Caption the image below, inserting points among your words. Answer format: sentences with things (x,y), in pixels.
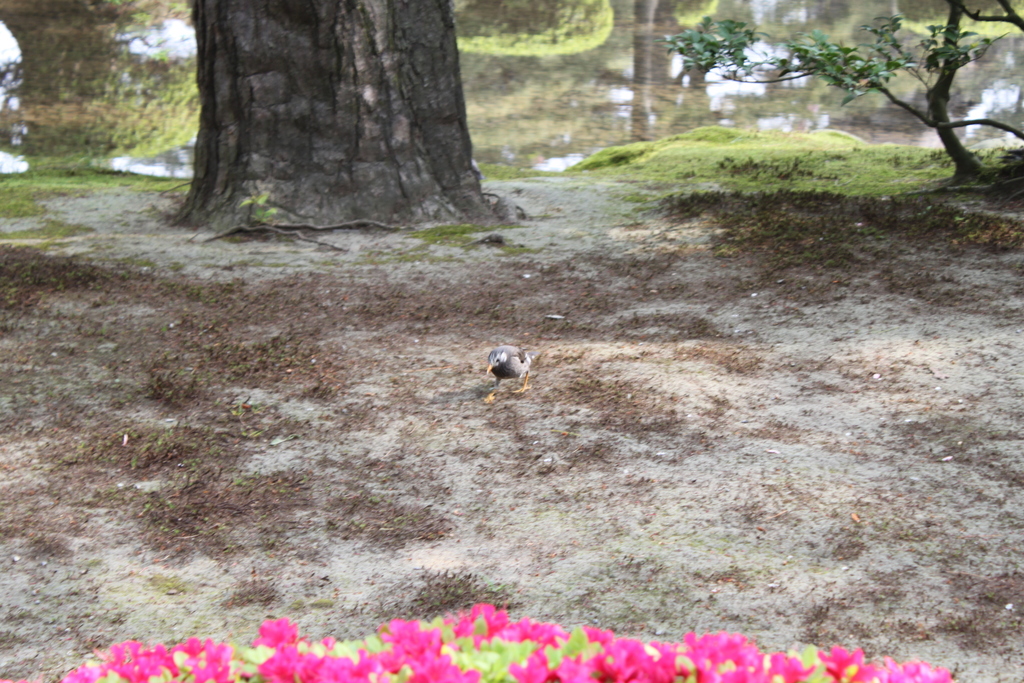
In this image we can see a bird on the ground (484,411). At the bottom of the image (834,666) we can see flowers (291,673) and leaves (401,681). In the background (420,15) we can see trees (349,4) and water (652,118). On the water (635,86) we can see the reflection (165,85) of trees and sky (159,164).
